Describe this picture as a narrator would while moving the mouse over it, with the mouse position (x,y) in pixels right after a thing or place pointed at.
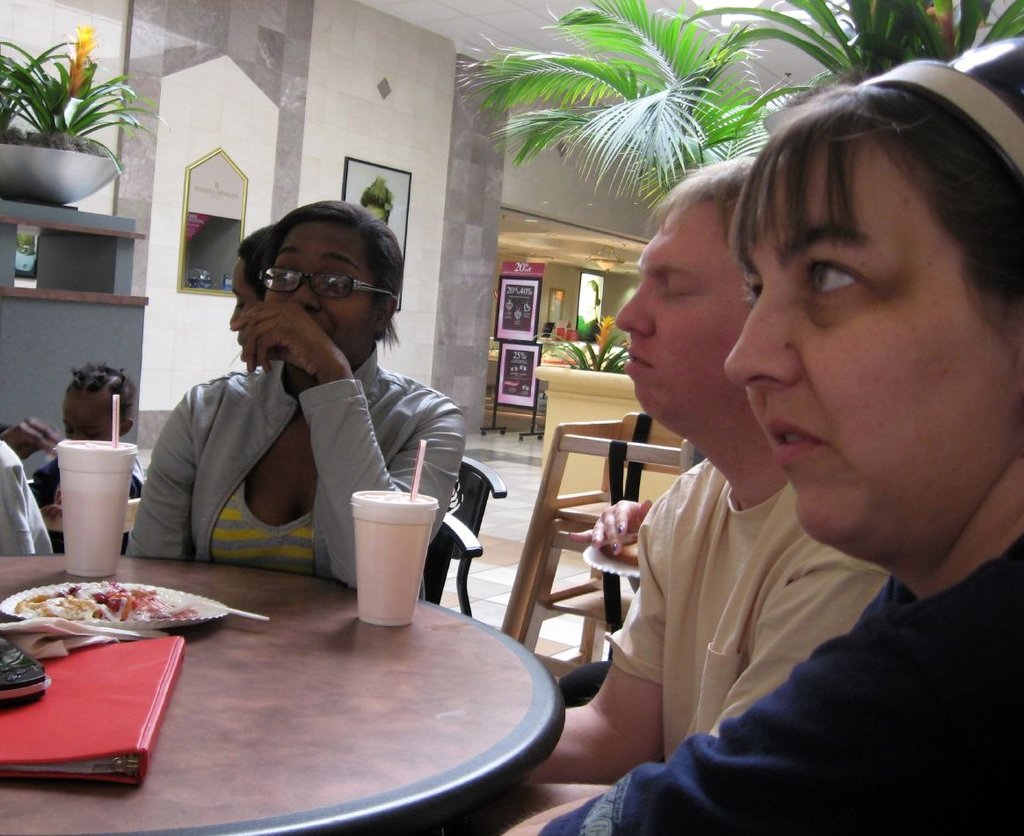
There are few people (297,528) sitting on the chair (453,546) around the table (209,704). On the table (209,576) there are 2 cups (89,526), food item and a book (145,697). Behind them there are plants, hoardings (519,382) and a wall (280,179).
